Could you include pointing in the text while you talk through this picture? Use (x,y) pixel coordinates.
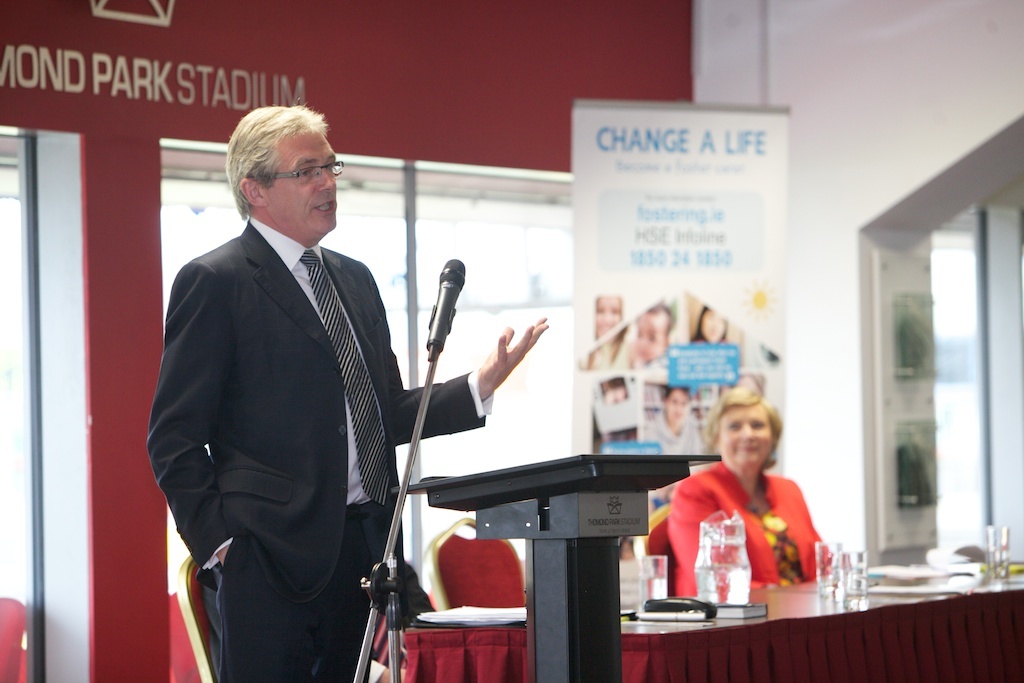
This image consists of a man (289,430) wearing black suit (343,419) is standing in front of the mic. In the background (114,229), there is a wall (153,103) in red color. To the right (757,589), there is a woman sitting in a chair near the table (827,615).
